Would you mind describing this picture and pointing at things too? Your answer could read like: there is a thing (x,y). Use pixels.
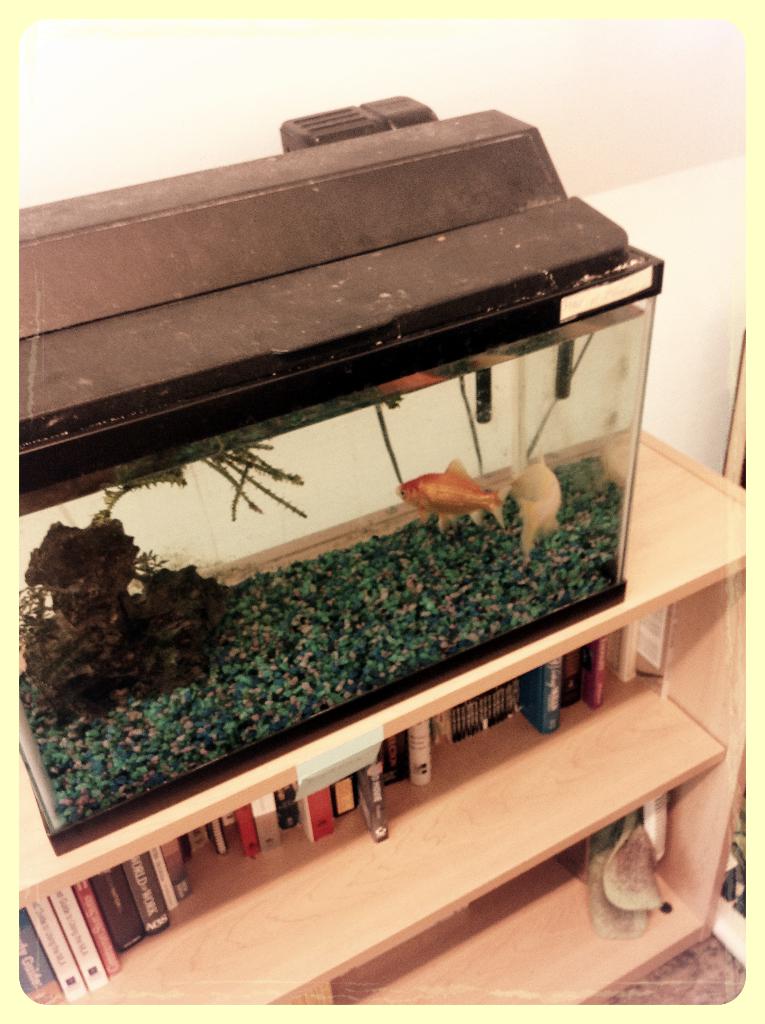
In the center of the image (461,579) we can see an aquarium (402,579) containing stones (333,608), cap (200,320) and fish (530,513) in water (375,476). In the foreground (304,978) we can see group of books (93,973) placed in racks (412,801). In the background (699,105), we can see the wall (610,77).
